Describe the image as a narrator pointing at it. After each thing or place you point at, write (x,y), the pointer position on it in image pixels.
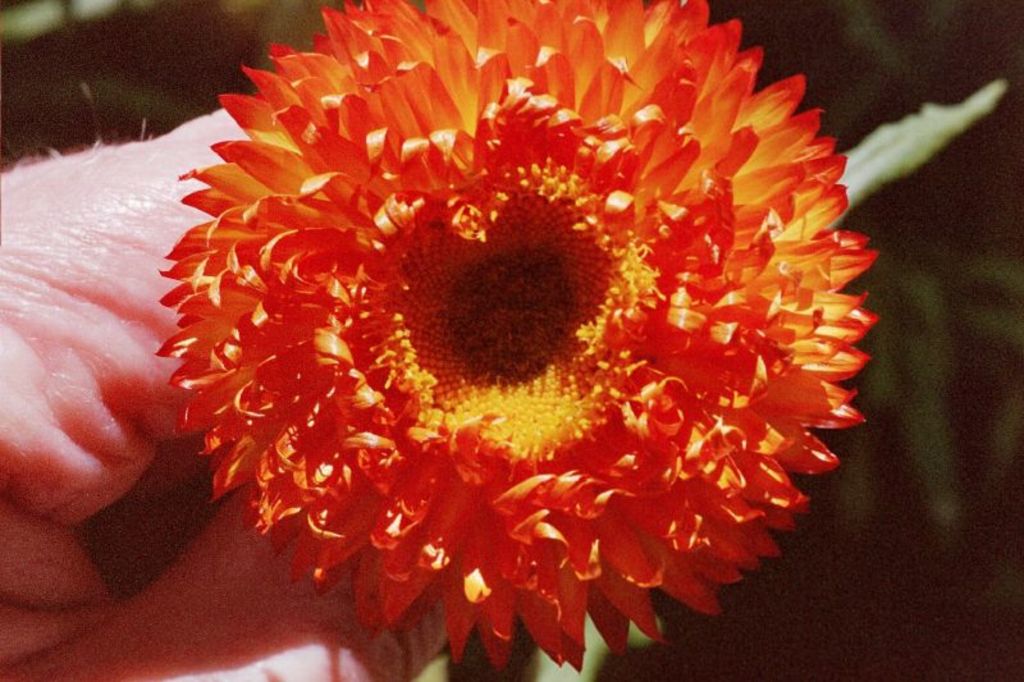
In this image there is a flower (564,319) in the hand (151,421) of the person (145,382) in the front (225,475) and the background (932,423) is blurry.
